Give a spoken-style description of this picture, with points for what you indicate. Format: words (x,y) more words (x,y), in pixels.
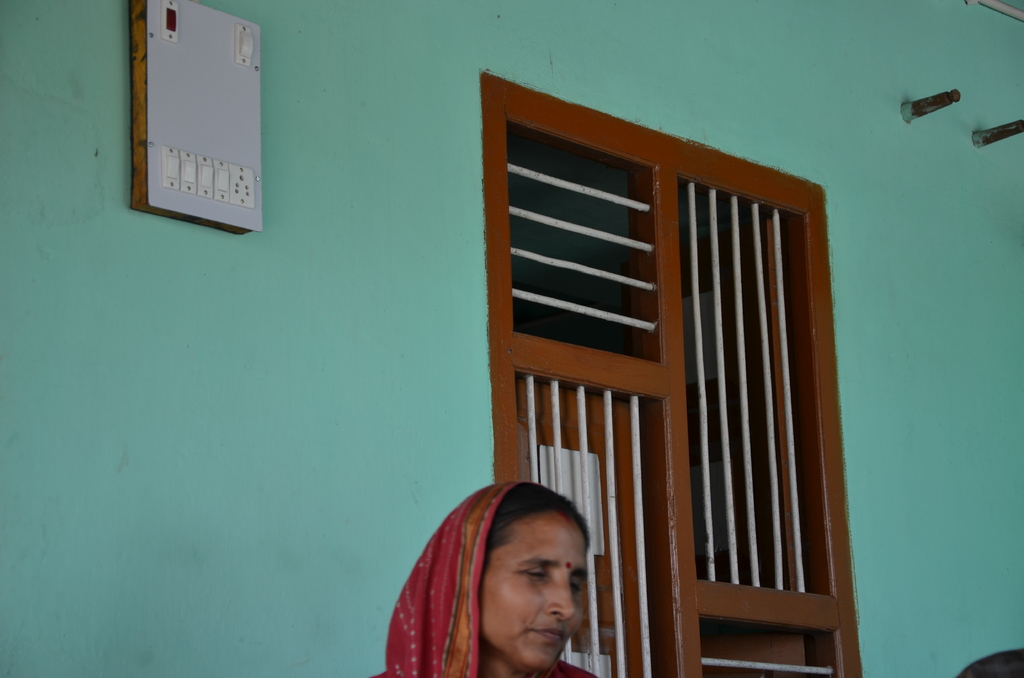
In this image at the bottom (525,585) there is one woman (539,572) and in the center (577,290) there is a window (682,294), and on the left side (187,125) there is a switch board (221,104) and wall (910,197). On the right side (1001,138) there are two bolts (905,117).
